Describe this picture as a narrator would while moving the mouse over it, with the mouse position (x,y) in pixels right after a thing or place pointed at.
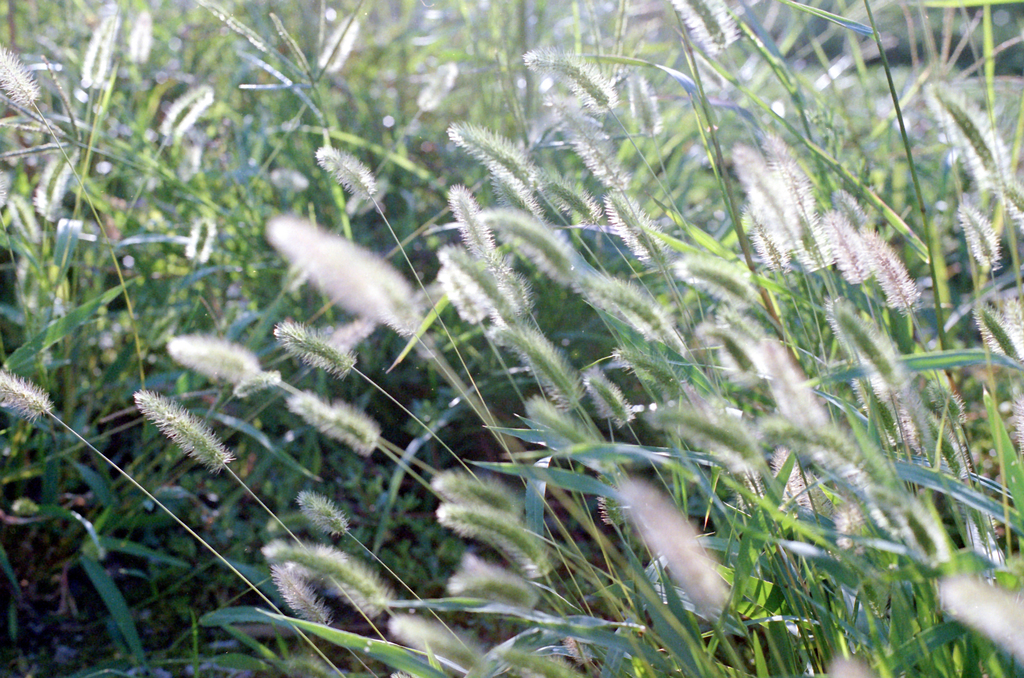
In this picture I can see number of plants (487,225) and I see white and green color things (489,234) on it.
